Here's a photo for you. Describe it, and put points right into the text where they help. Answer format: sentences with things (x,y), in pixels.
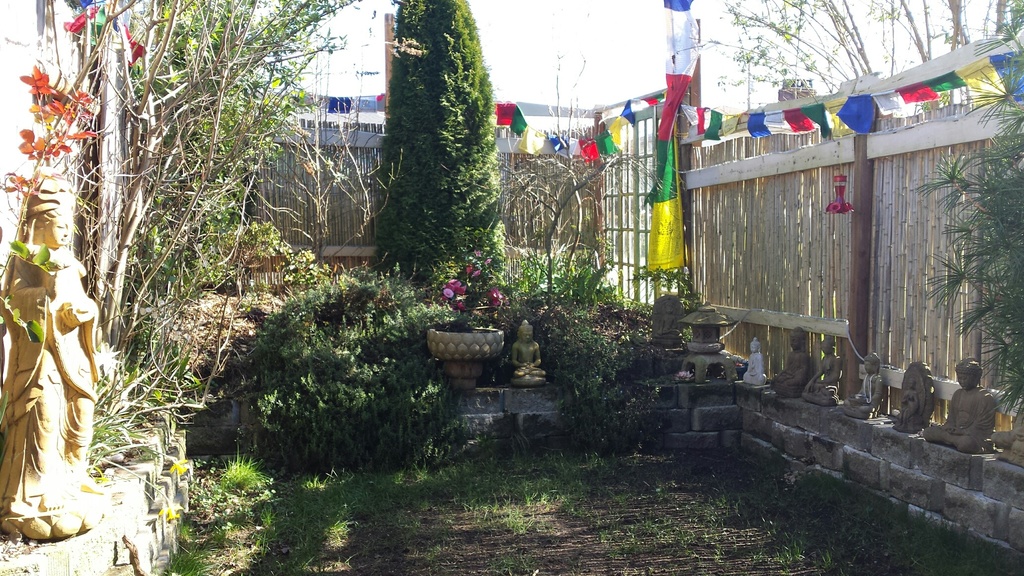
This image consists of many trees (460,198) and plants (446,383). In this image we can see many idols (977,435). At the bottom (263,542), there is grass (345,525) on the ground (681,567). On the right (859,256), we can see a fencing (707,226) made up of wood (730,192). At the top (513,54), there is sky (640,46).
